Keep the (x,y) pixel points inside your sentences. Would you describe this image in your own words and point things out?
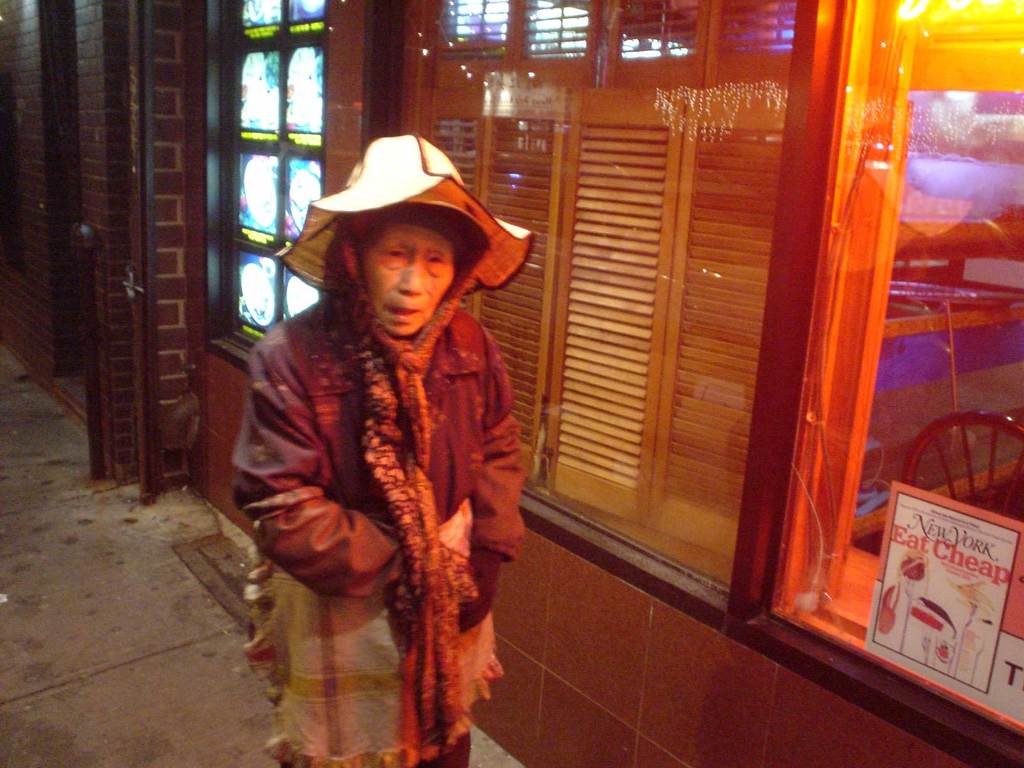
In front of the image there is a woman (415,355), beside the women (415,355) there are shops (346,172) with glass windows (682,214) and menu boards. On the windows (876,487) there are posters (932,519), through the window (801,458) we can see chairs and some other objects (583,310) inside.
